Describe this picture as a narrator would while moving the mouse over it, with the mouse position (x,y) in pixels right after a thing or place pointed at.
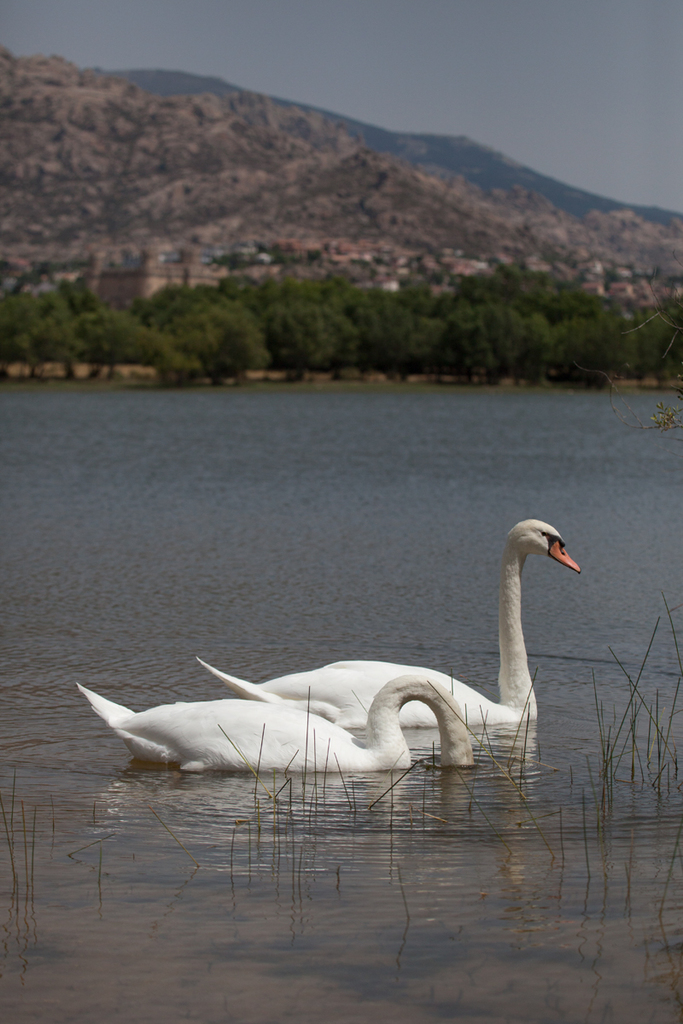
In this picture I can see swans (411,675) in the water (396,517). I can see trees (325,350). I can see the hill (298,167). I can see clouds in the sky (558,31).
